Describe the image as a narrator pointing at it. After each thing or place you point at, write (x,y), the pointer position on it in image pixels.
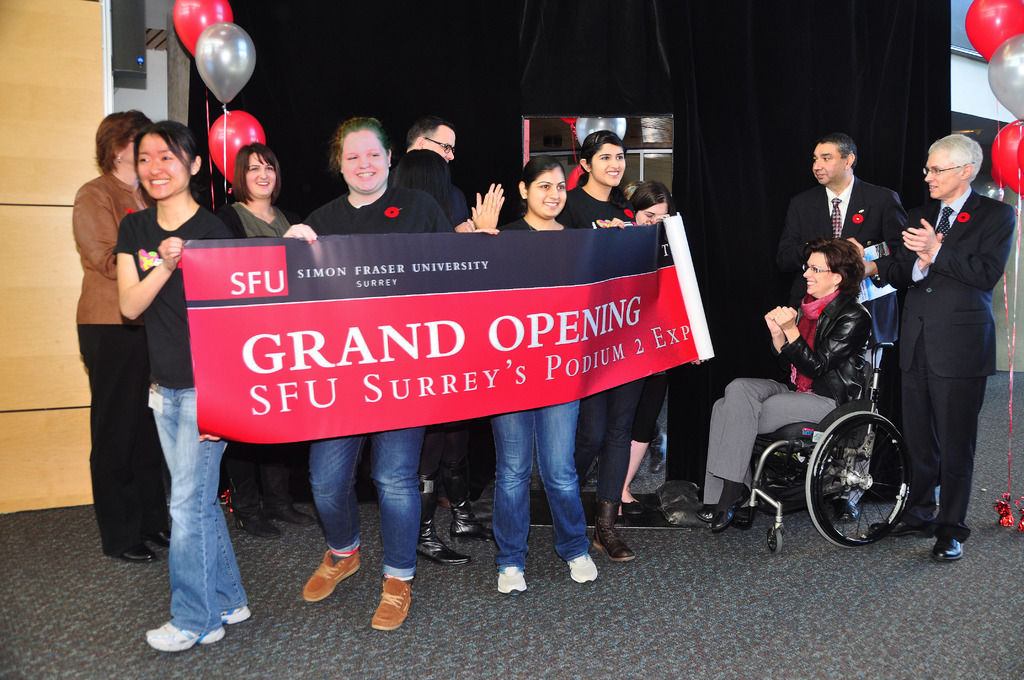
In the picture a group of women (172,290) are holding a banner (480,310), they are promoting some event and there are two men (856,197) standing beside them and they are clapping, there is a woman (822,352) sitting on a wheelchair (873,358) and she is very excited, in the background (523,79) there is a black curtain (867,101) and some balloons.
